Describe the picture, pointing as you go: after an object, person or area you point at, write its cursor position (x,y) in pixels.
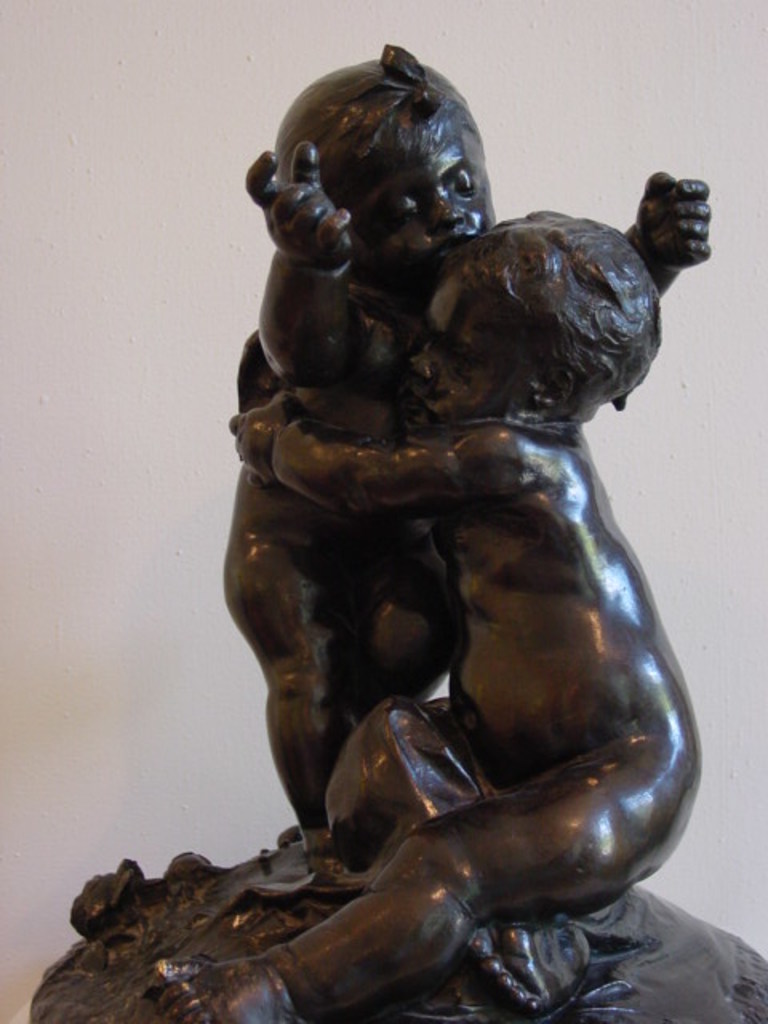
In the image there is a sculpture (415,407) of two babies (402,380), in the background (496,114) there is a wall (585,142).
